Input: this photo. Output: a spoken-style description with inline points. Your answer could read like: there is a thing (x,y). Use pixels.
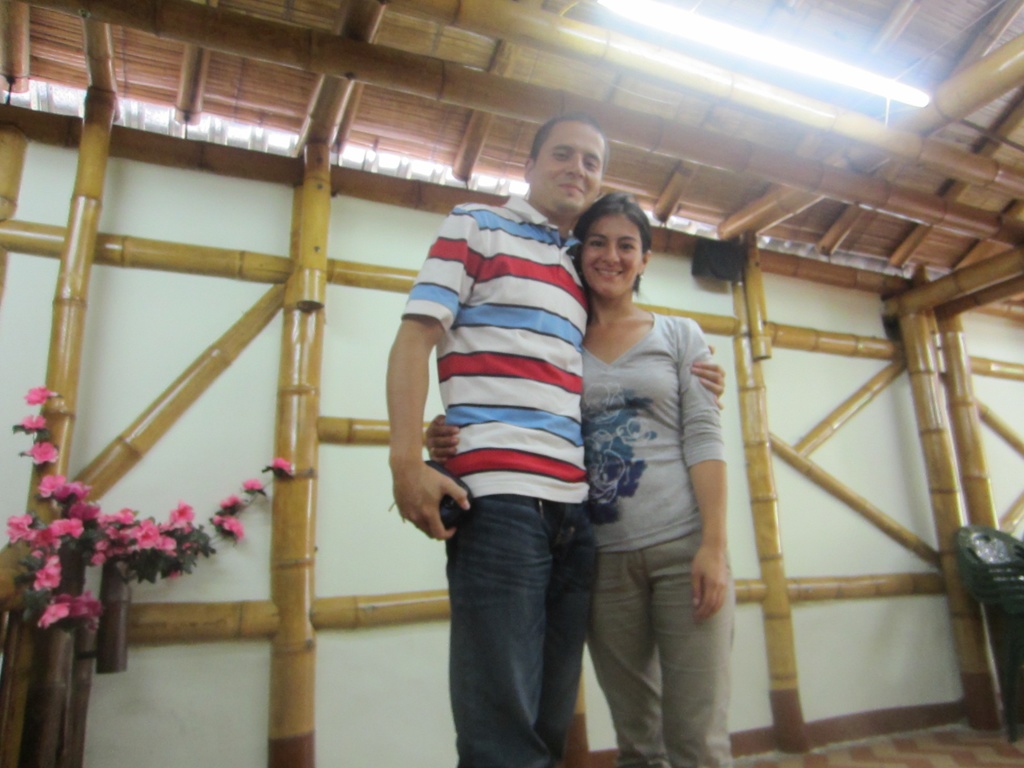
In this picture we can see a man (456,501) and a woman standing and smiling on the path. There are few pink flowers (140,554) on the left side (45,442). We can see a tube light (827,76) on top (750,31). There is a stack of chairs (975,557) on the right side (999,589). This is an wooden building (970,620).
